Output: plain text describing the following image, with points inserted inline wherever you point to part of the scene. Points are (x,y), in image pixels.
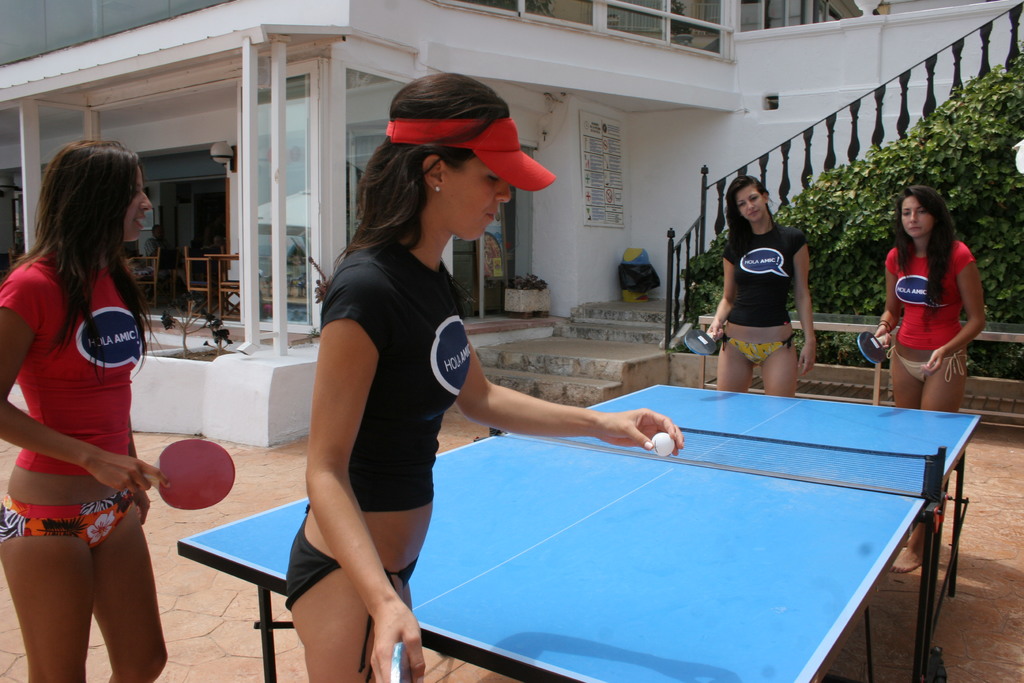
It is a open space (205,615) in front of the house (300,325) there are total four women (309,433) playing table tennis, behind them there is a table (844,317) and also some plants (863,187), to the right side (704,181) there are stairs (603,333), in the background (656,188) there is a house (246,180) which is of white color.
